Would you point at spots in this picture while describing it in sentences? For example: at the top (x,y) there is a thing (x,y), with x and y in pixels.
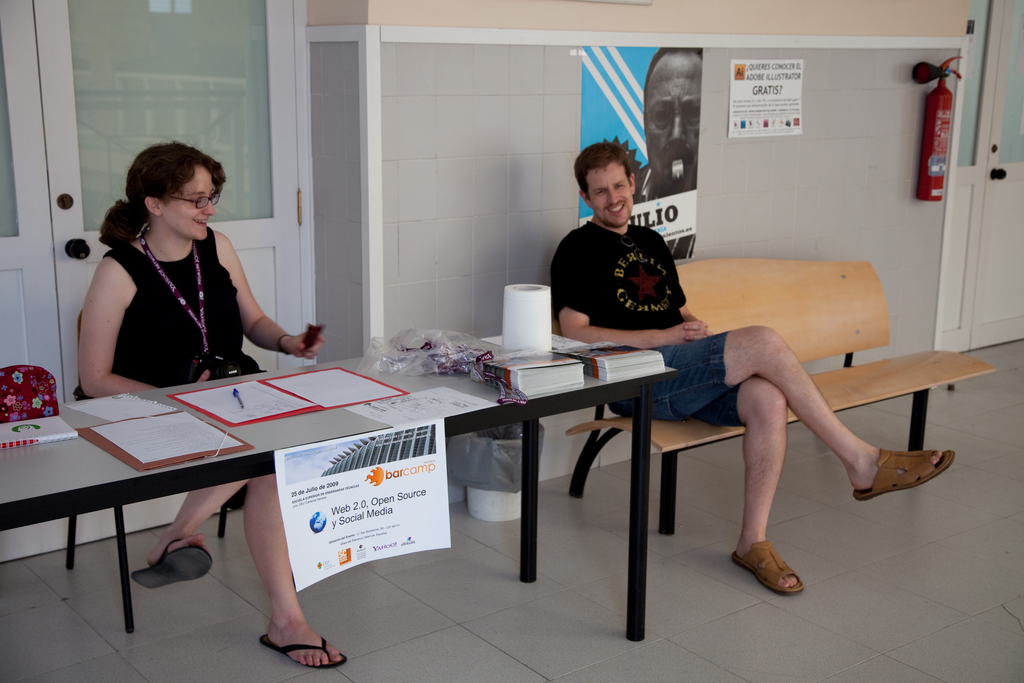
On the background (706,89) we can see posters (763,124), cylinder (933,129) over a wall (473,128). These are doors (980,46). We can see a man (619,194) sitting on a bench (693,270) and smiling. Beside to him, we can see a woman (199,248) wearing spectacle (213,200) sitting on a chair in front of a table (295,446) and on the table (299,437) we can see papers (268,414), pen (239,403), book (23,436). This is a floor (527,590). We can see a trash can (498,476) beside the door (299,316).
